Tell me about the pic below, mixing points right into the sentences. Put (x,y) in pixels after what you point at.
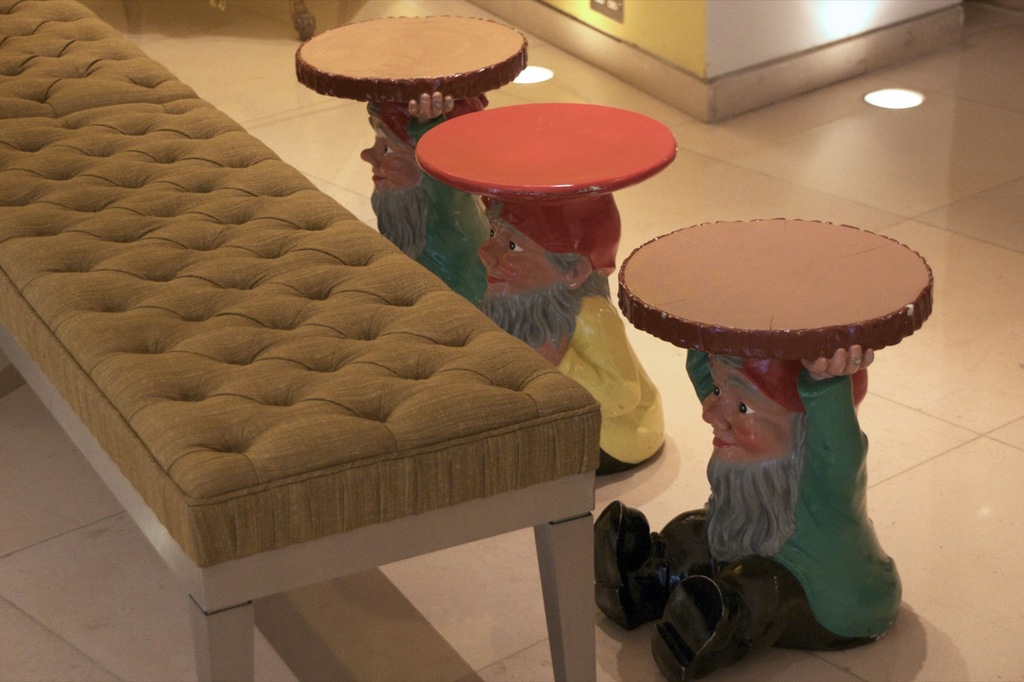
There is a sofa (184,233) and in front of the sofa (188,530) there are three stools (563,227) on the floor (675,504).
